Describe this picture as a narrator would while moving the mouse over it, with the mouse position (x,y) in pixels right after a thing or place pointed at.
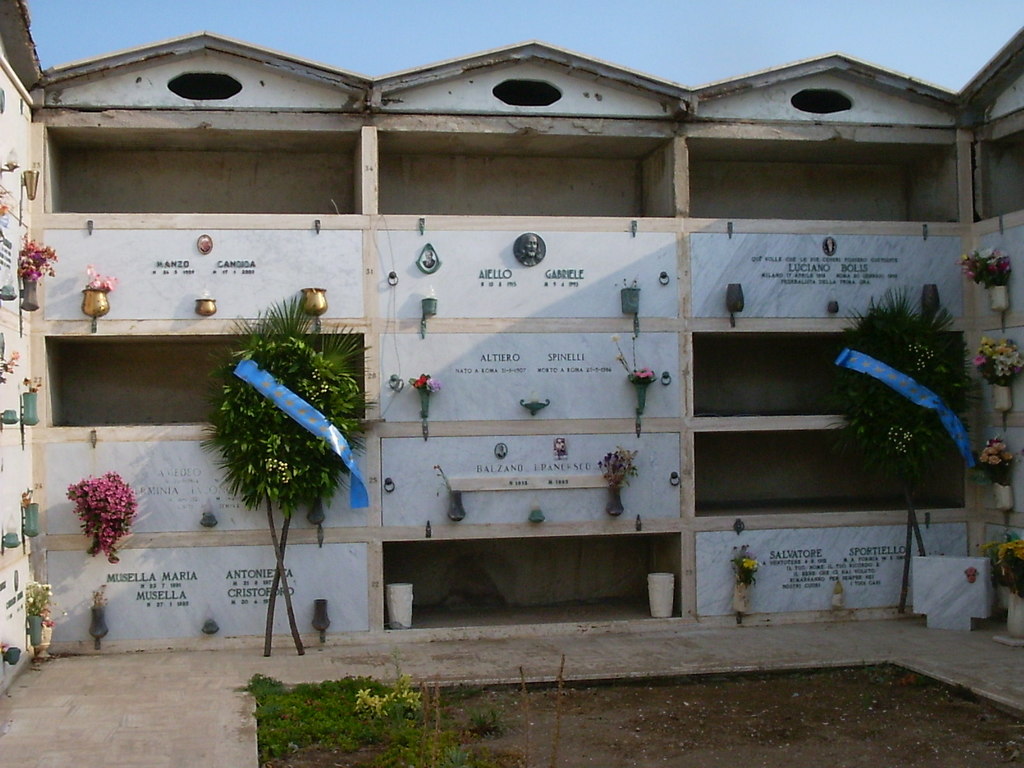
This picture might be taken from outside of the building (630,501). In this image, on the right side (864,460), we can see a tree (959,373), flower pot (1006,403) and plant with some flowers (1001,440). On the left side (267,399), we can also see a tree (327,455), plant (107,513) with some flowers (90,482). In the background (538,243), we can see a building (655,219), at the top (706,49), we can see a sky (718,43), at the bottom (410,686), we can see a grass (292,706) and a land (843,677) with some stones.
